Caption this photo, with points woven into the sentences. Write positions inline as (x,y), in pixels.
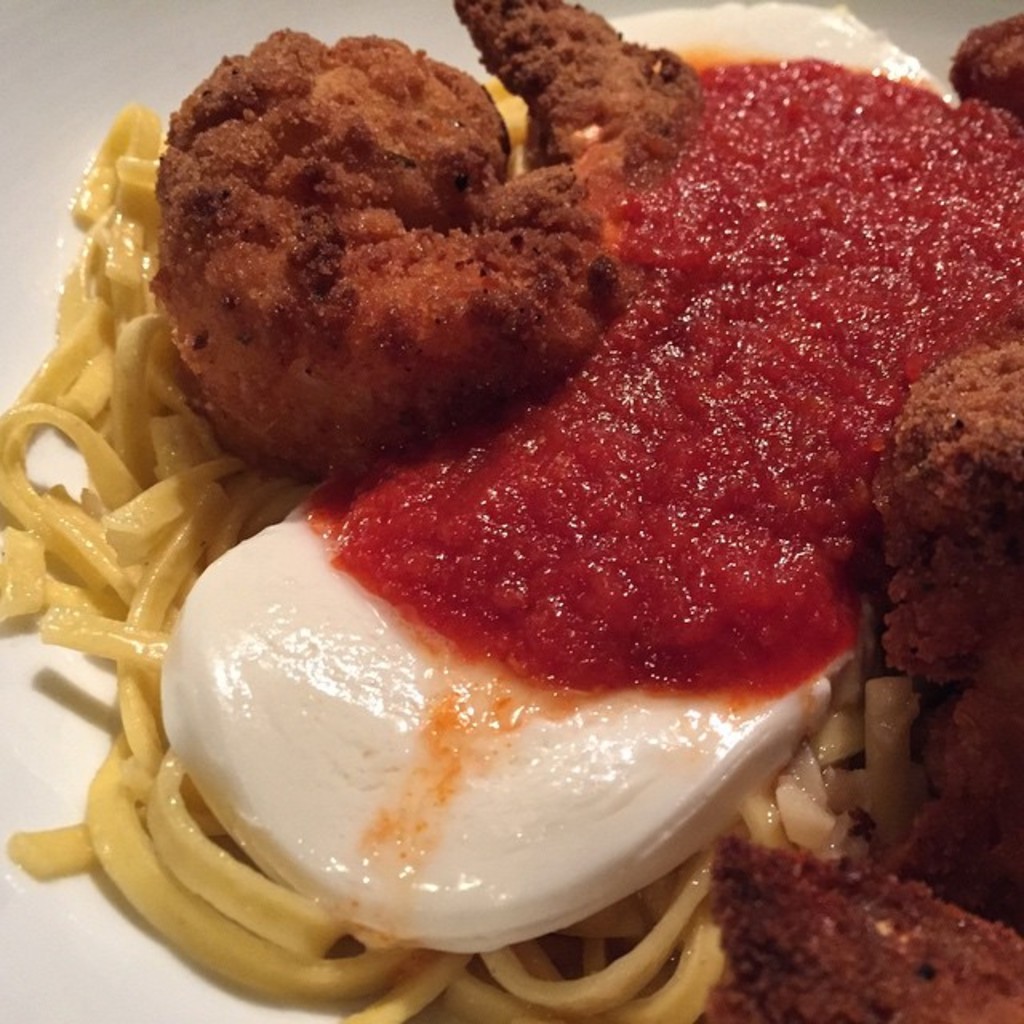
In the picture there is some food item (582,686), it has sauce (527,487), cream (491,688), spaghetti (80,521) and some other fried items (441,158).
